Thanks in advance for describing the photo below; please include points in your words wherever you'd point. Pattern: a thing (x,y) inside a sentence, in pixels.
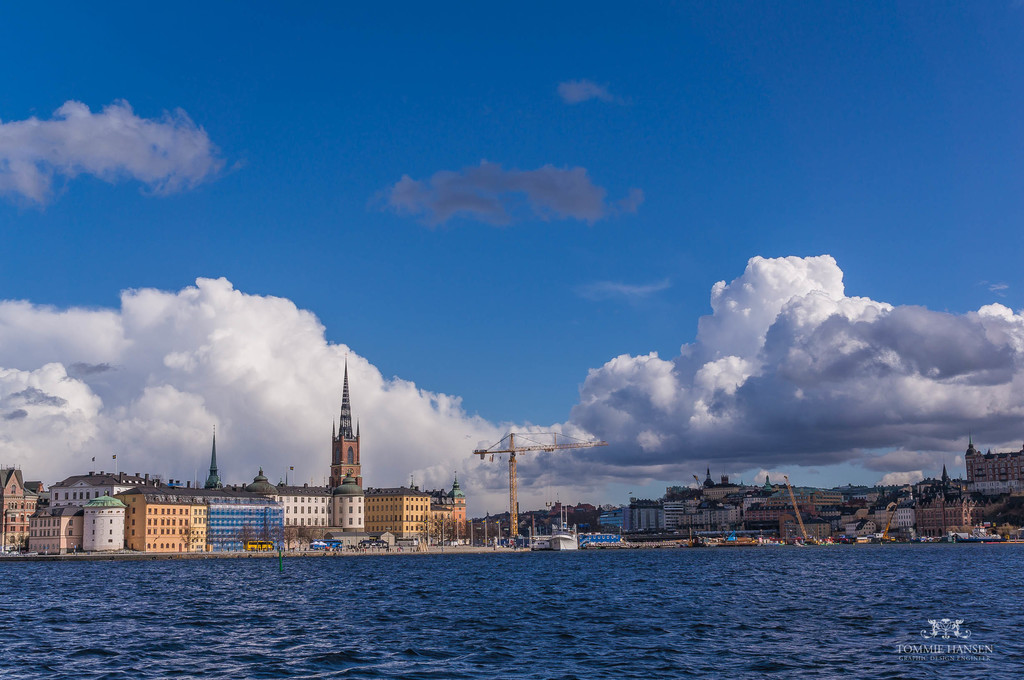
In this image we can see the buildings (997,479) and also the crane (506,452). In the background (527,445) we can see the sky (799,340) with the clouds (785,368). At the bottom (465,588) we can see the water (516,615). In the bottom right corner (974,650) we can see the text (926,654) and also the logo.
